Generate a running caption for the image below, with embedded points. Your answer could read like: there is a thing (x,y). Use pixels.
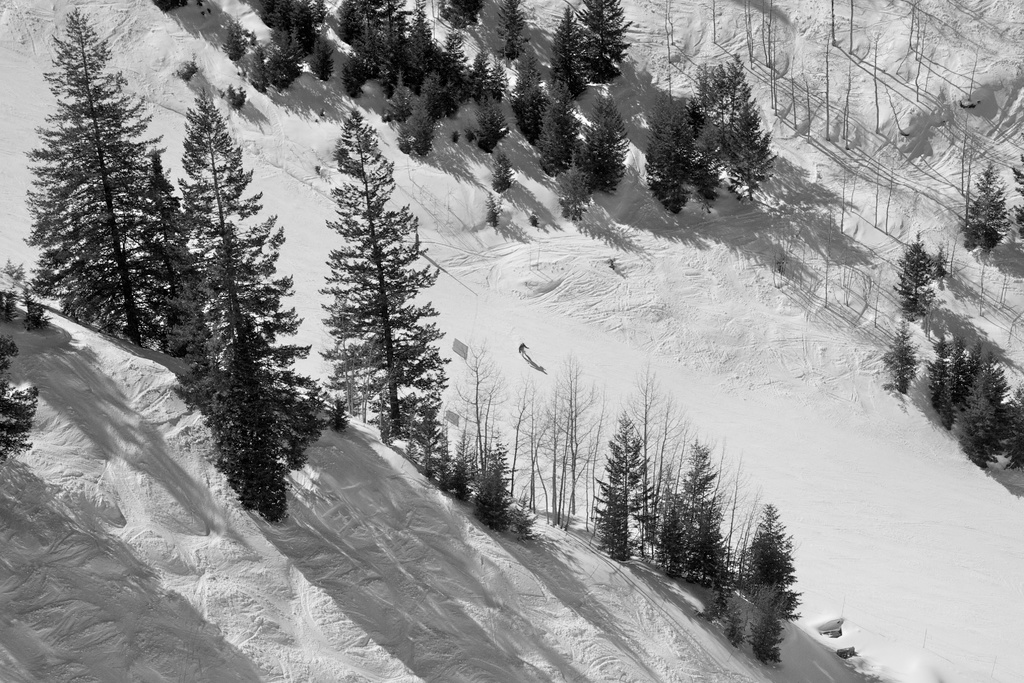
In this image we can see a black and white picture of a group of trees (686,112). In the center of the image (523,351) we can see a person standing in the snow (533,392).
